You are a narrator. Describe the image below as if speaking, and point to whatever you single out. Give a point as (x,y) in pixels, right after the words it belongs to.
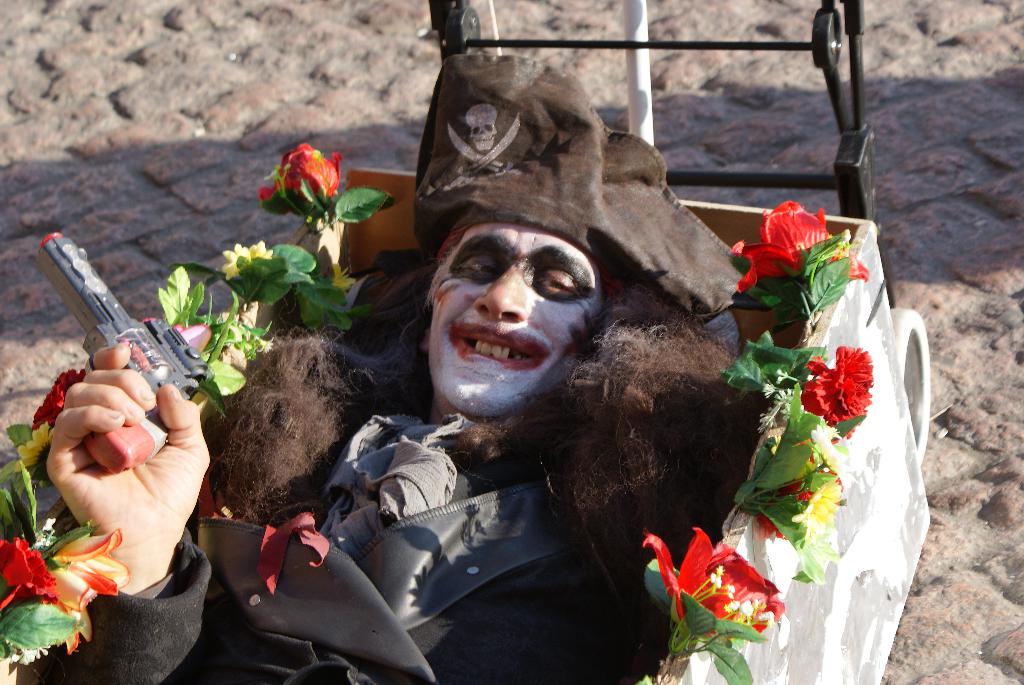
In this picture there is a man (321,369) in the center of the image (476,256), by holding a gun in a box (872,594) and there are flowers (24,524) around the box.
